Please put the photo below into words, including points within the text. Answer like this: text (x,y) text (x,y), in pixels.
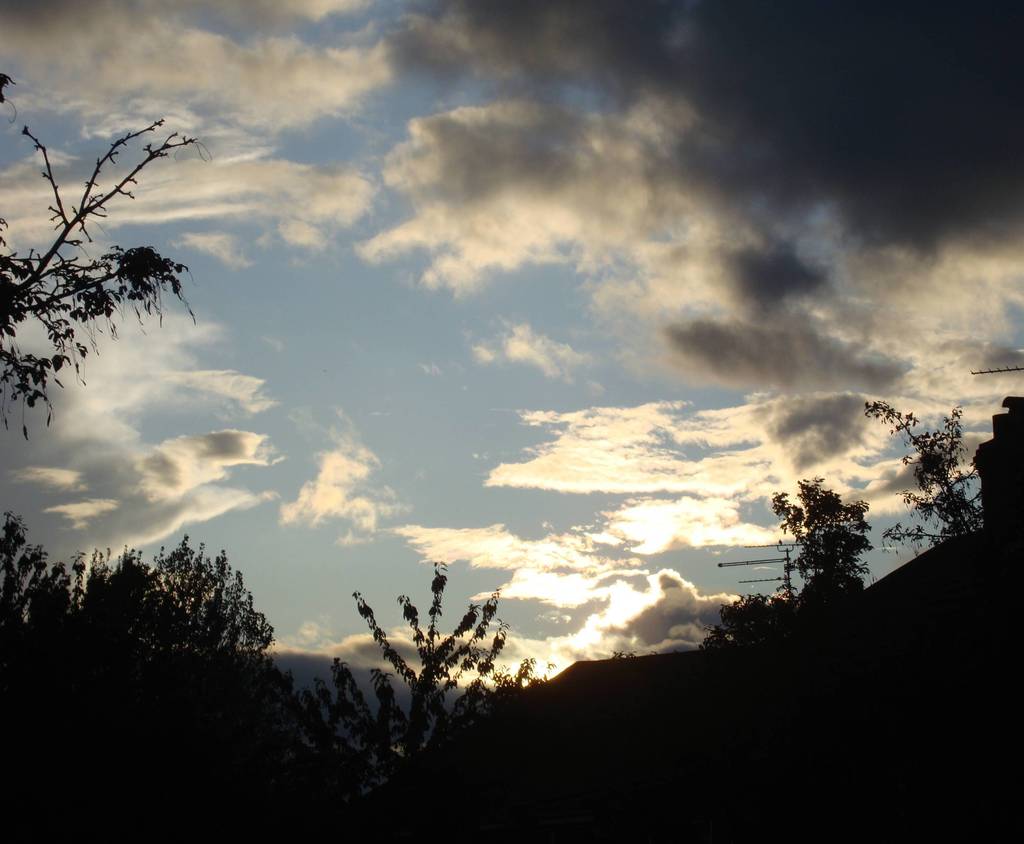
In this image we can see a group of trees (51,833). On the right side of the image (782,572) we can see some poles (763,565). At the top of the image (665,142) we can see the cloudy sky (701,288).
